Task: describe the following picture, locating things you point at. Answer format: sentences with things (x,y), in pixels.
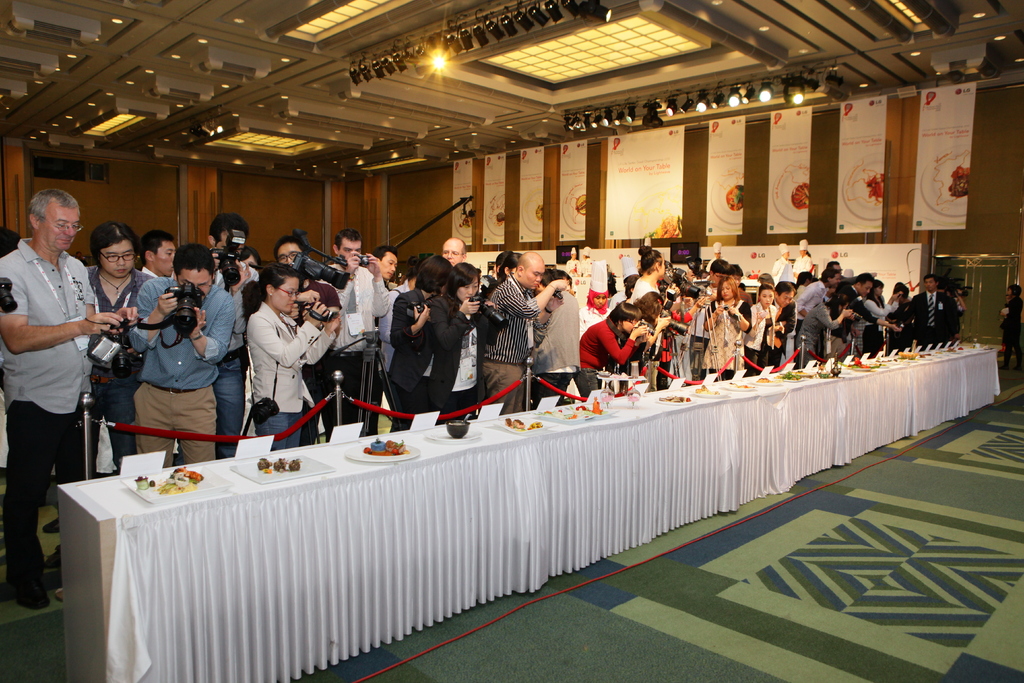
As we can see in the image, there are few people (295,373) standing and holding cameras (182,320) in their hands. In front of them there is a long table (610,447). On table (178,572) there is a white color cloth (180,568), plate (206,493) and some food items (397,449) and the floor (717,563) is in green color.
